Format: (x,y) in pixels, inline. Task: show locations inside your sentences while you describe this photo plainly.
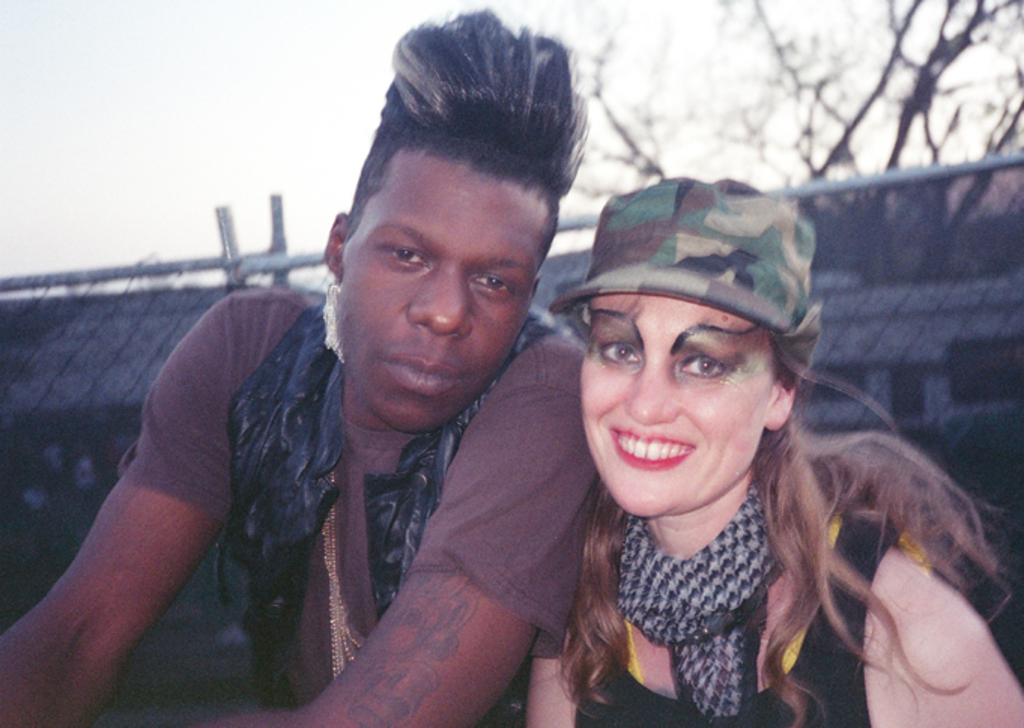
As we can see in the image in the front (524,521) there are two people (718,468), fence (1003,261), tree (935,52) and on the top (286,38) there is sky (266,43).
